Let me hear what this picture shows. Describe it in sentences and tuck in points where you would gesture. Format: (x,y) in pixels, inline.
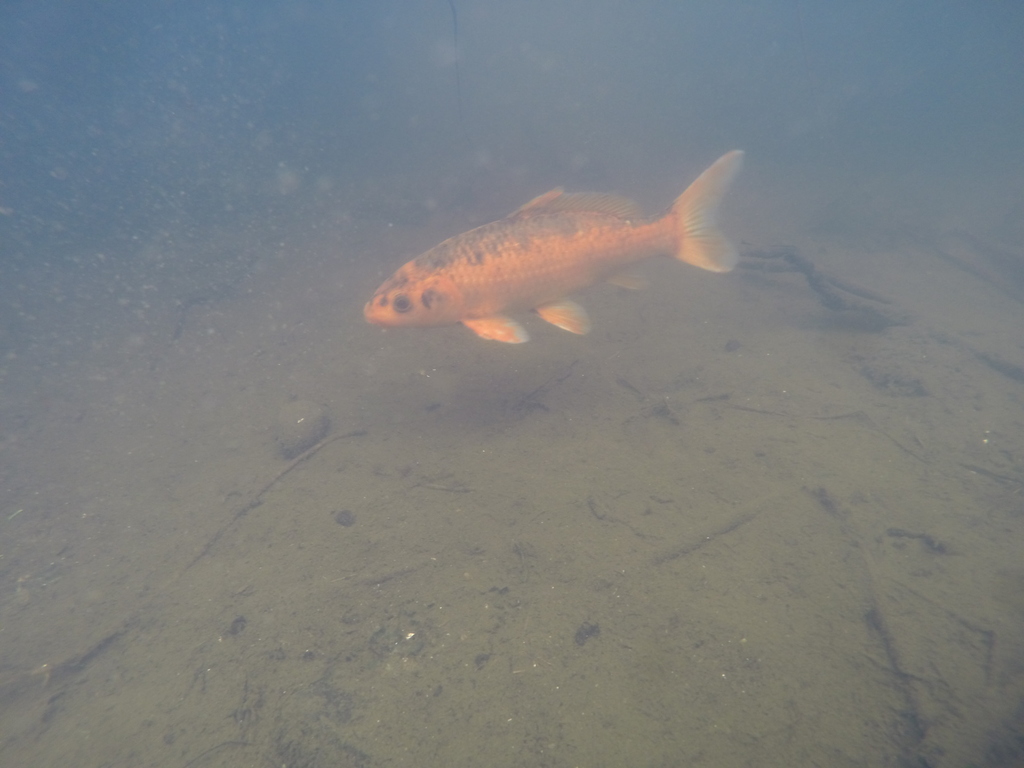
In this image I can see a orange color fish (520,254) inside the water (596,156). I can see sand (681,701), few sticks (298,460) and stone (304,424). Back I can see a blue color background (132,67).
